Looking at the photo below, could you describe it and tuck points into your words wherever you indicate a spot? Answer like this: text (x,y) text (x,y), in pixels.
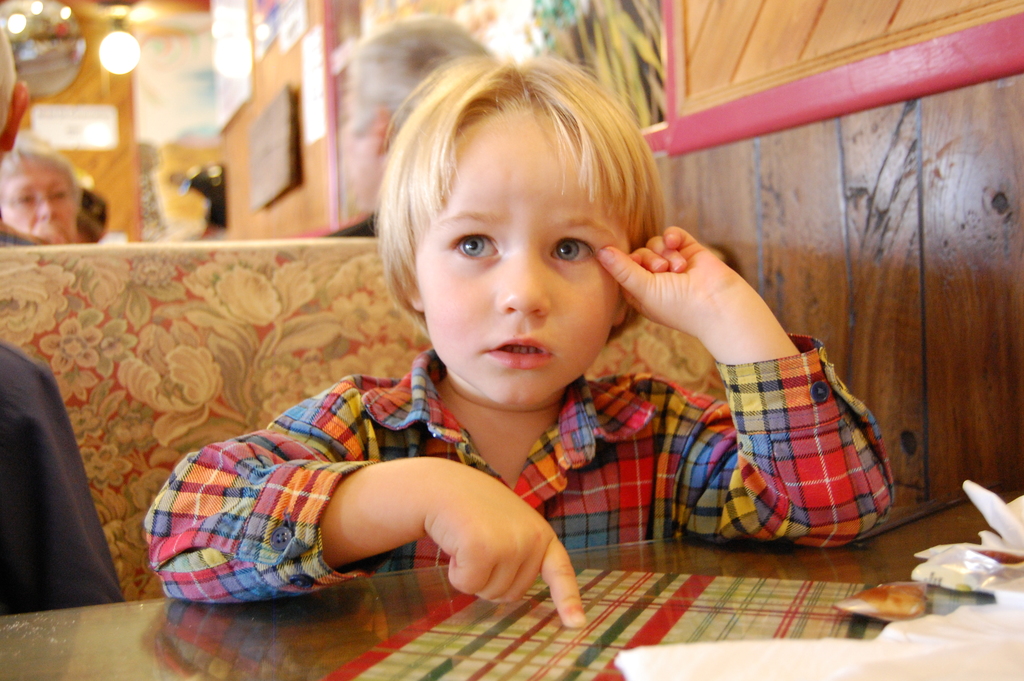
A kid (453,357) is sitting on the chair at the table (662,587) behind him there are people (44,223) sitting on the chair (120,311) and light (106,67).
